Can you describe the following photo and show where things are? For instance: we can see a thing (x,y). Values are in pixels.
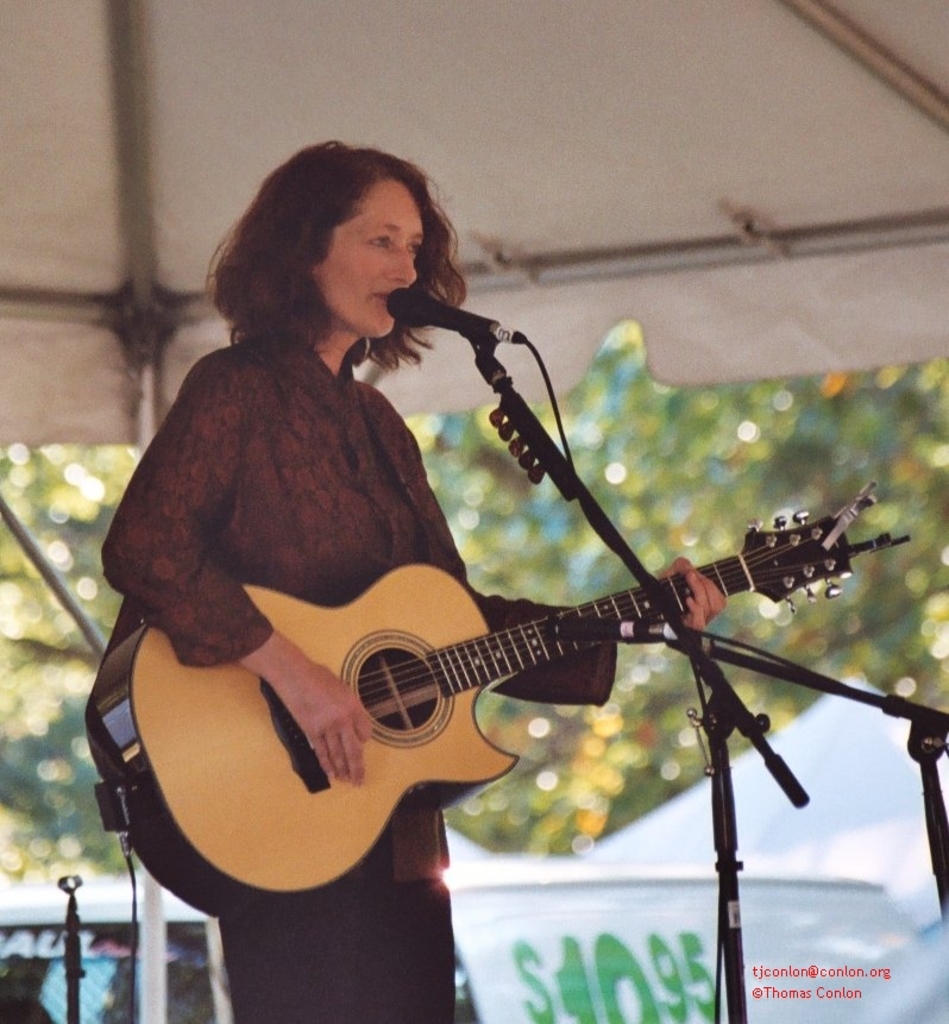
In this image i can see a person (315,491) wearing a maroon dress (285,473) standing and holding a guitar (828,579), I can see few microphones (612,628) in front of her. In the background (580,593) I can see a tent (693,116), few trees (643,442) and few other tents (804,879).
